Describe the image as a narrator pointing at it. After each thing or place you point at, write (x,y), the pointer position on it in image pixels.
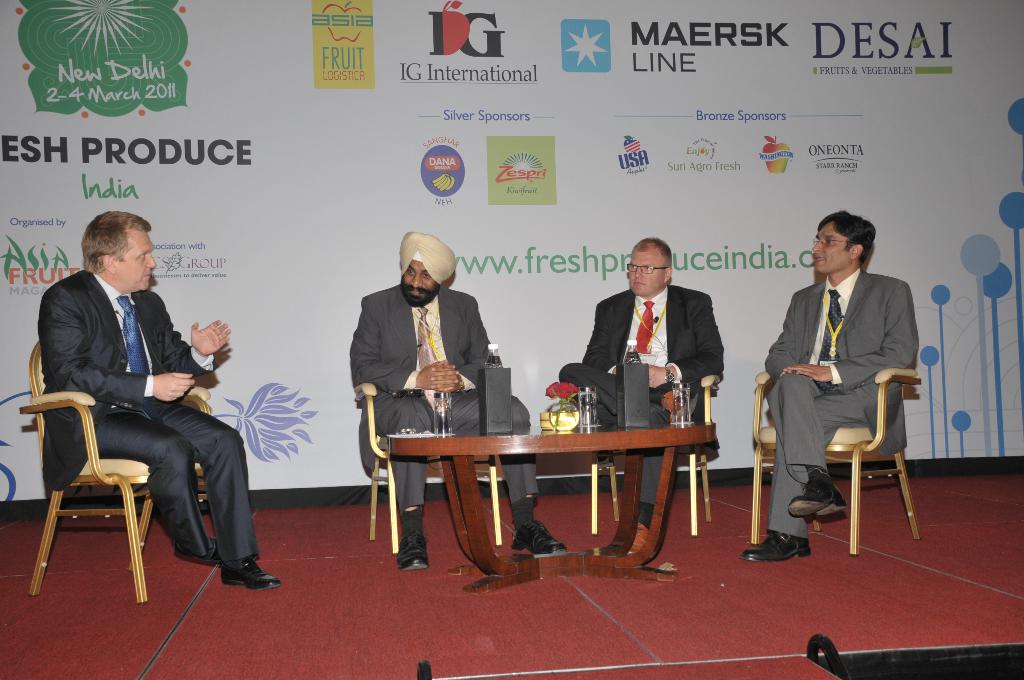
In the image we can see there is a four men (672,343) who are sitting on chairs (131,472) and in front of there is a table (517,454) on which there are two bottles (637,419) kept and behind them there is a banner (607,150).
